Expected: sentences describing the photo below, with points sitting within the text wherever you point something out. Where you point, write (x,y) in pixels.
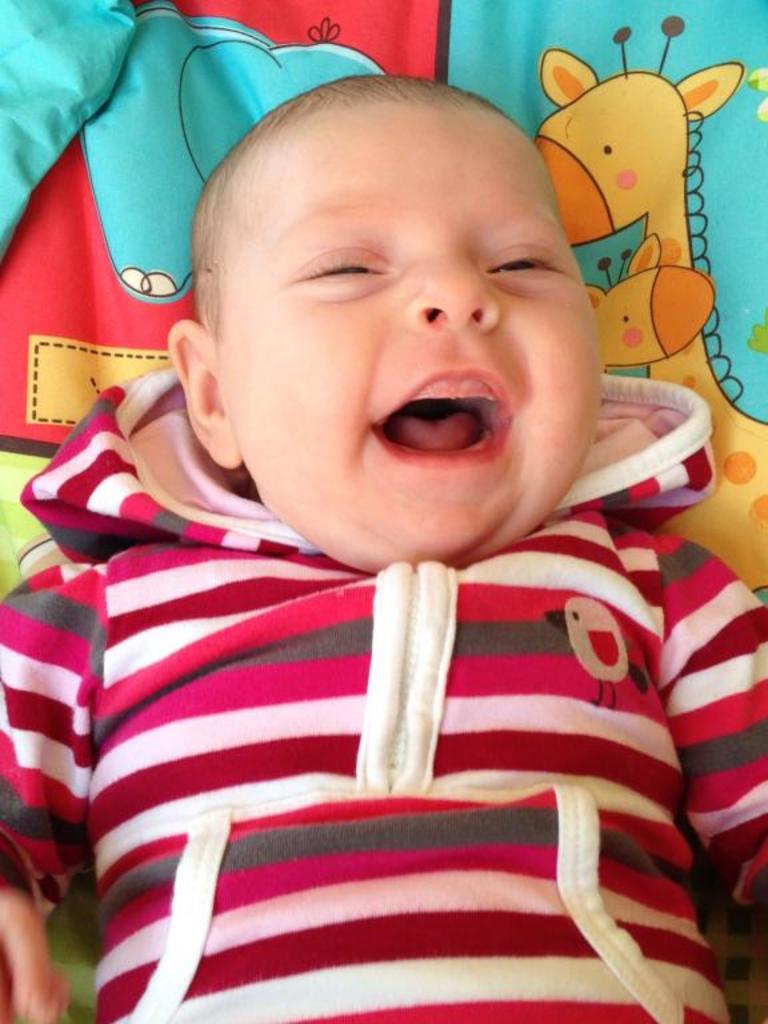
In this image there is a baby (443,664) lying and smiling and there is pillow (613,182).
